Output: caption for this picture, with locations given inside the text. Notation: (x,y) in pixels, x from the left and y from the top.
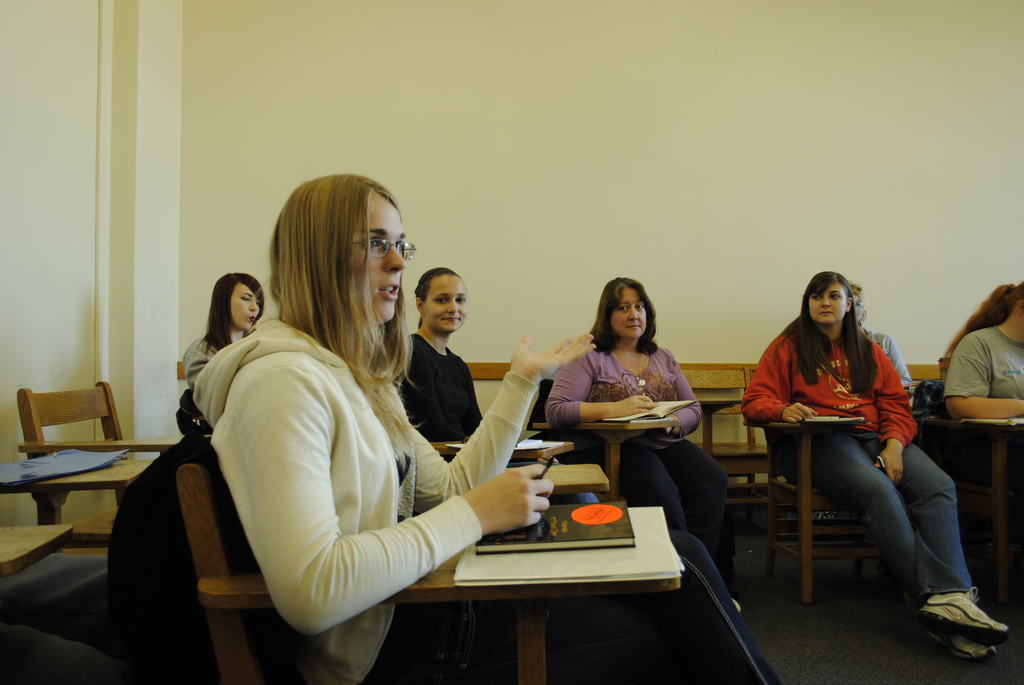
Here we can see some persons (933,569) are sitting on the chairs (226,633). These are the tables (597,428) and there are books (614,506). This is floor (827,637). On the background (649,149) there is a wall (647,146).
